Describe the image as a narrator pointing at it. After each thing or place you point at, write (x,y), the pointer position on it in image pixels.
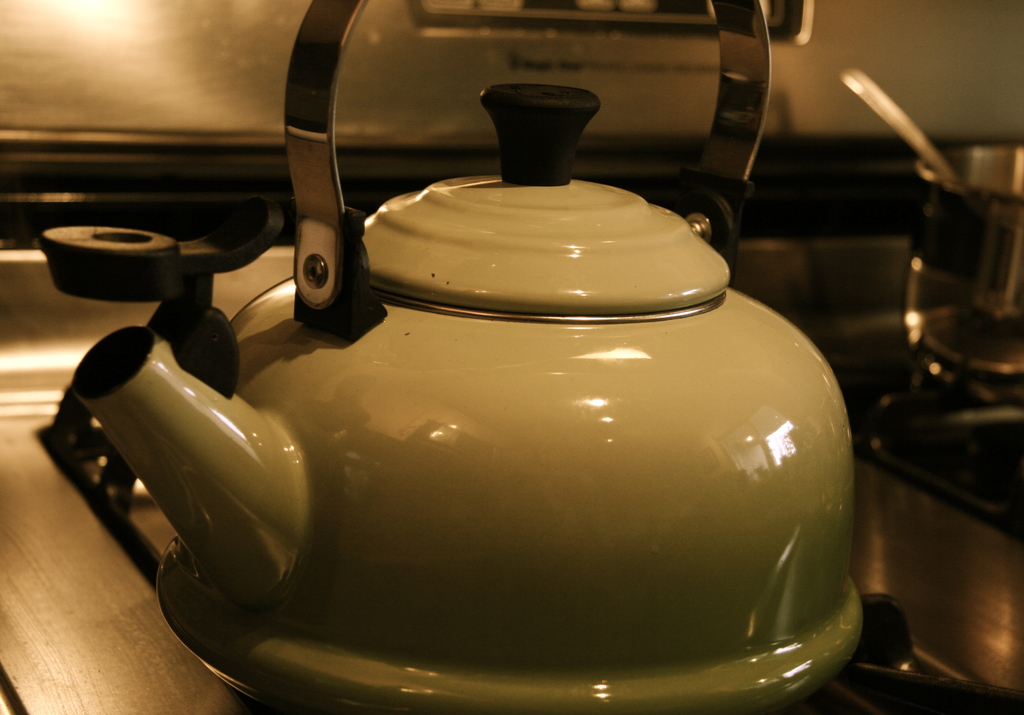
In the center of the image (506,363), we can see a kettle (197,376) on the stove (51,598) and in the background (968,241), there is a vessel (948,192) and a spoon (894,127) on the stove (872,305).
